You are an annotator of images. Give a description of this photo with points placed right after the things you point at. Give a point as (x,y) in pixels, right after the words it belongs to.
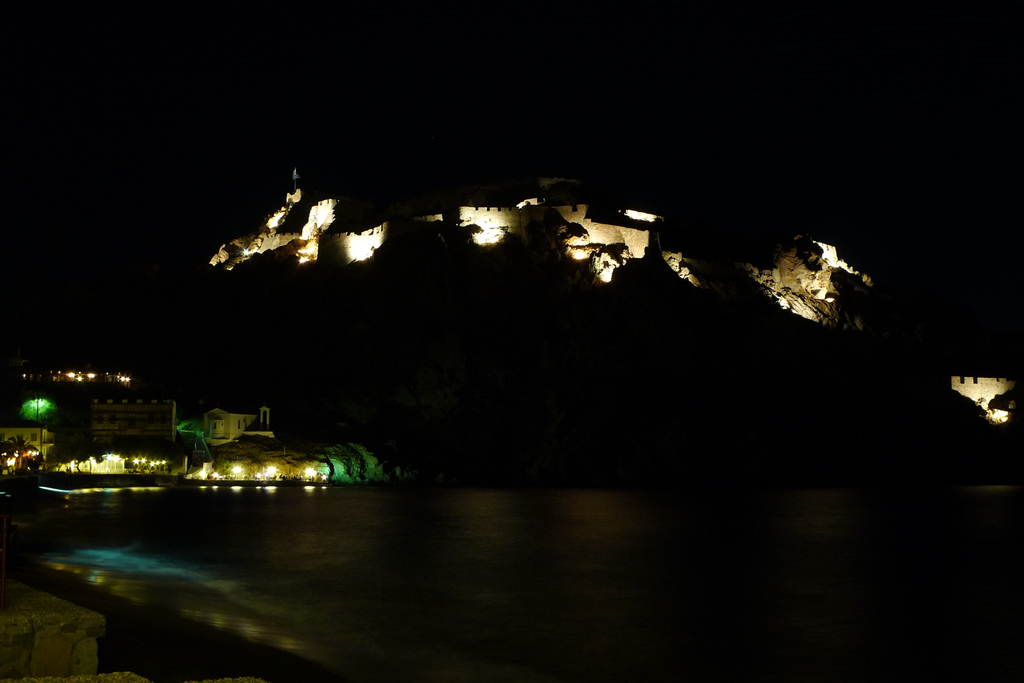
In this image we can see a stone structure (34,651) and buildings (217,409). At the bottom of the image (117,642) there is a shoreline (103,642) and water (727,580).
